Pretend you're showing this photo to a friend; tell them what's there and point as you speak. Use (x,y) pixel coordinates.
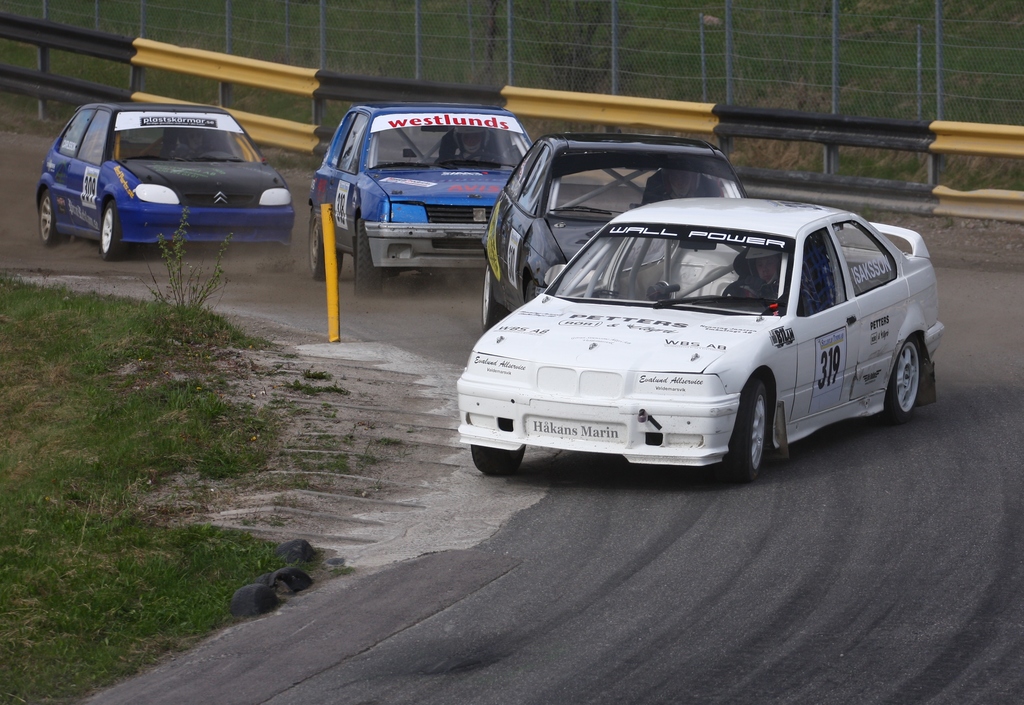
In the middle of the image (491,458) there are some vehicles (463,433) on the road (687,680). Behind the vehicle (154,176) there is fencing (349,48). Behind the fencing (1019,4) there are some trees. In the bottom left corner of the image (220,593) there is grass (4,293).
